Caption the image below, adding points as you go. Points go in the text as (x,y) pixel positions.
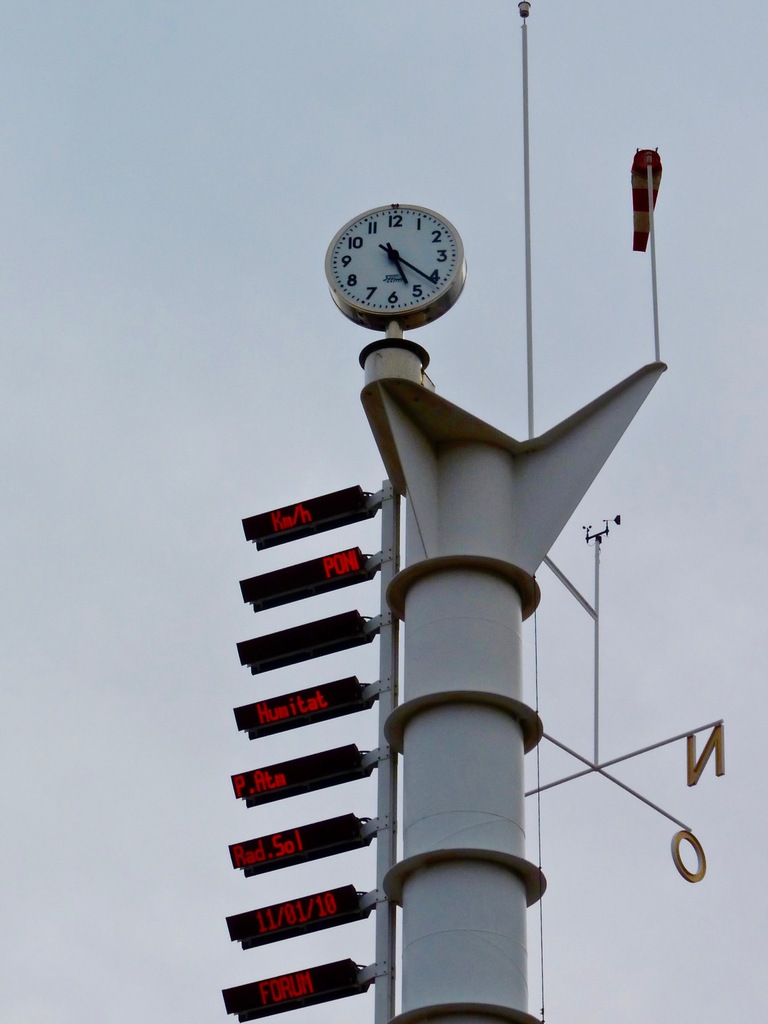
In this picture I can see there is a clock (427,260) and it has numbers (394,297) and there is a direction board (691,829) and there are few screens (289,527) and there is a tower (478,925).
